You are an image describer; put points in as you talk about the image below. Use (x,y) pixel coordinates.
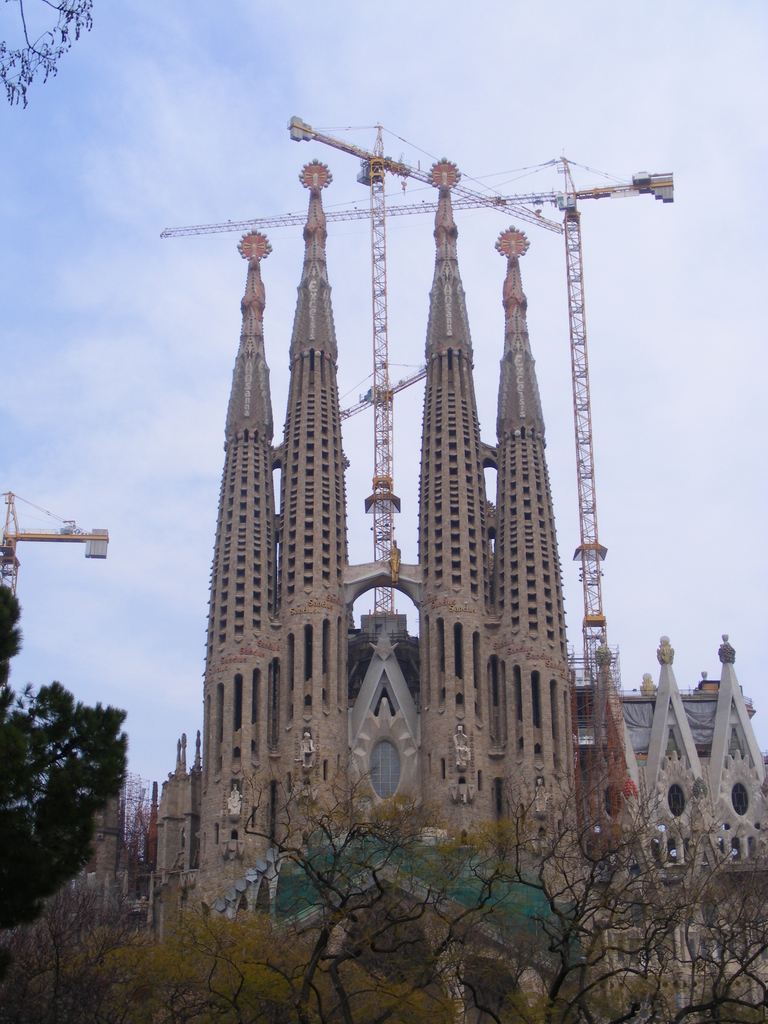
In this picture I can see number of trees (258,916) in front (2,881) and in the background (259,691) I see the buildings (484,602) and the sky (473,331).
